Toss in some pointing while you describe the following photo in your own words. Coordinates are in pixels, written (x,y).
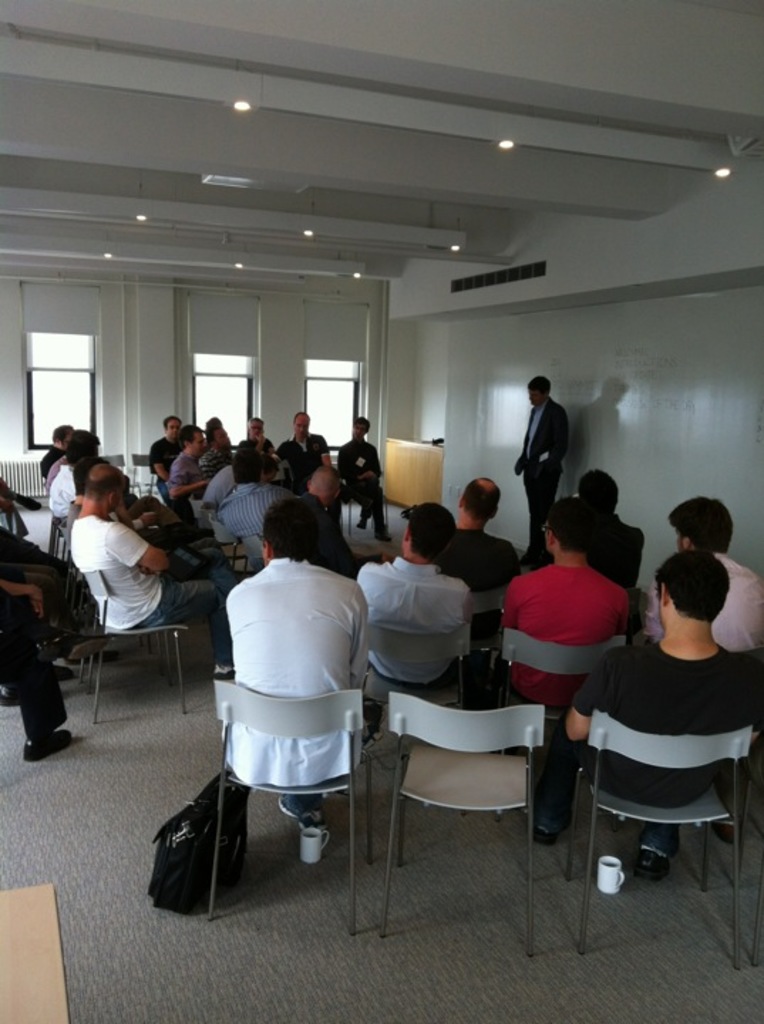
In this image I can see the group of people (295,625) sitting on the chairs (497,734). There is a bag (179,872) and cups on the floor (294,952). To the right (555,409) there is a person (534,561) standing and he is wearing the blazer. And there is a wall (699,392) behind him. In the back (314,402) there is a window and in the top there are lights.
